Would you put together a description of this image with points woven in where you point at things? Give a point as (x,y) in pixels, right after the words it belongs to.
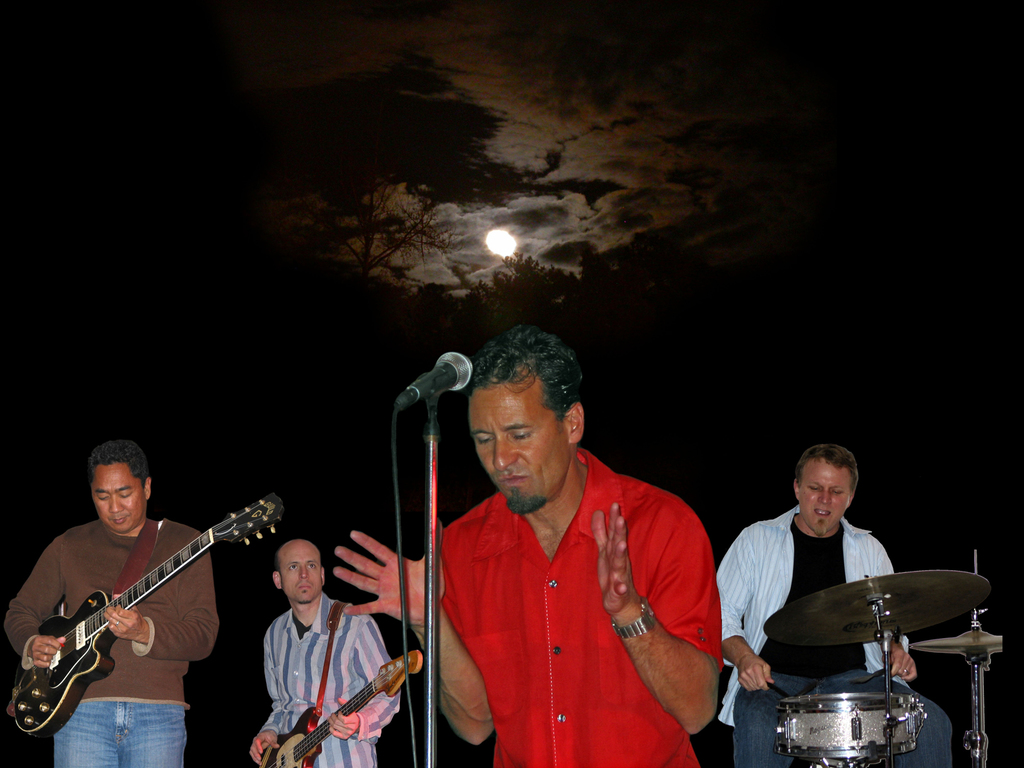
In this image we can see the sky (583,248) which is dark in color and there is a moon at the center of the sky (557,253). There are four people (348,625), out of which three of them (811,567) are playing musical instruments (815,701) and there is a person (492,523) who is standing at the center of the image (488,471), he is wearing red color shirt (503,585) and he is looking down towards the mike (457,386) which is present in-front of him and the person (570,581) is wearing watch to his left hand (659,643).
